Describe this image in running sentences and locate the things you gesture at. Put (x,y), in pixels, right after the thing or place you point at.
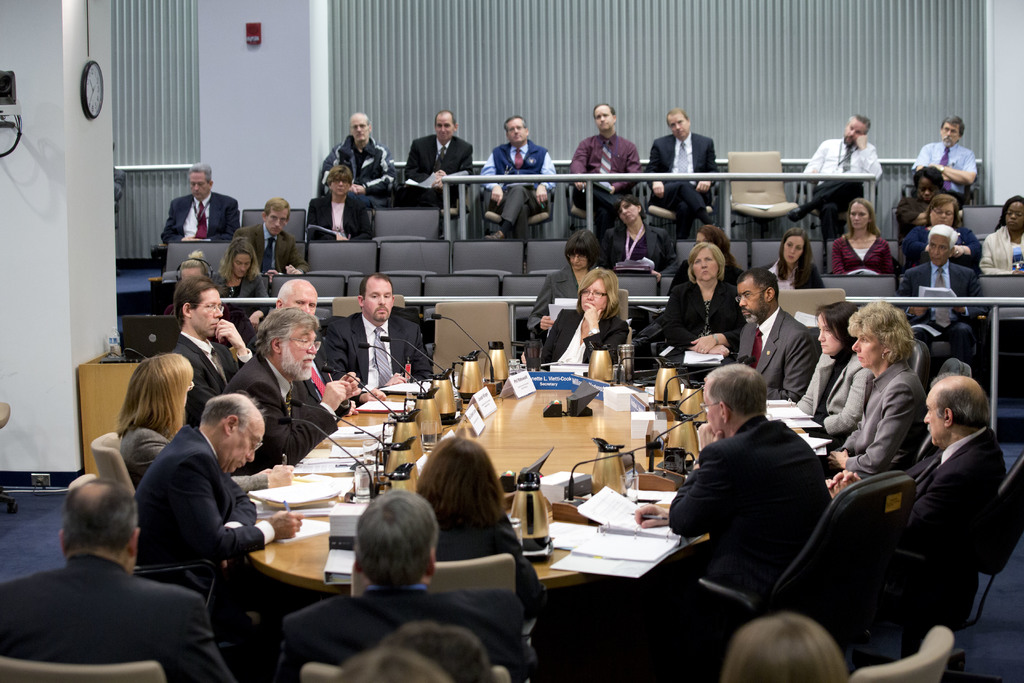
It is a conference room (884,655) there is a round table (453,426) there are some flasks (448,402), name boards (490,408), papers (376,410), on the table (316,447) and group of people (220,390) are sitting around the table (455,380) and discussing there are also mics (483,349) in front of them, behind the people (312,434) there are few spectators (586,140) watching them to the left side (44,244) to the pillar (44,244) there is a clock (94,109), in the background (255,116) there is a white color wall (265,91).
